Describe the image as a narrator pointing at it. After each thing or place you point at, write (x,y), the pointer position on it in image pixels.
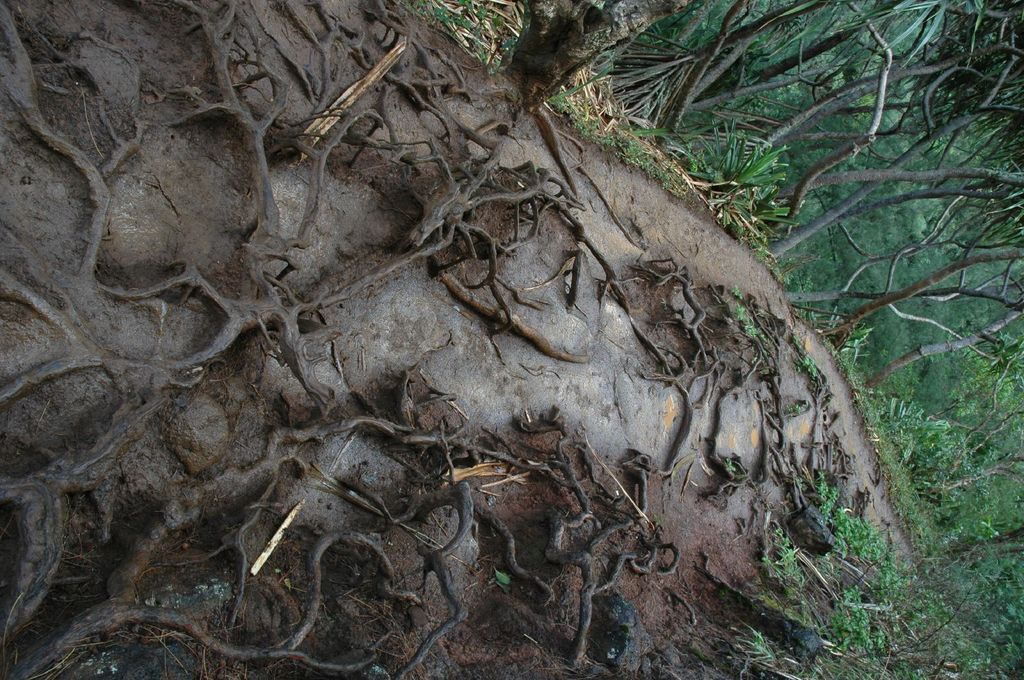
In the image we can see there are roots (686,375) of the plants (458,219) and behind there are lot of trees (854,257).
